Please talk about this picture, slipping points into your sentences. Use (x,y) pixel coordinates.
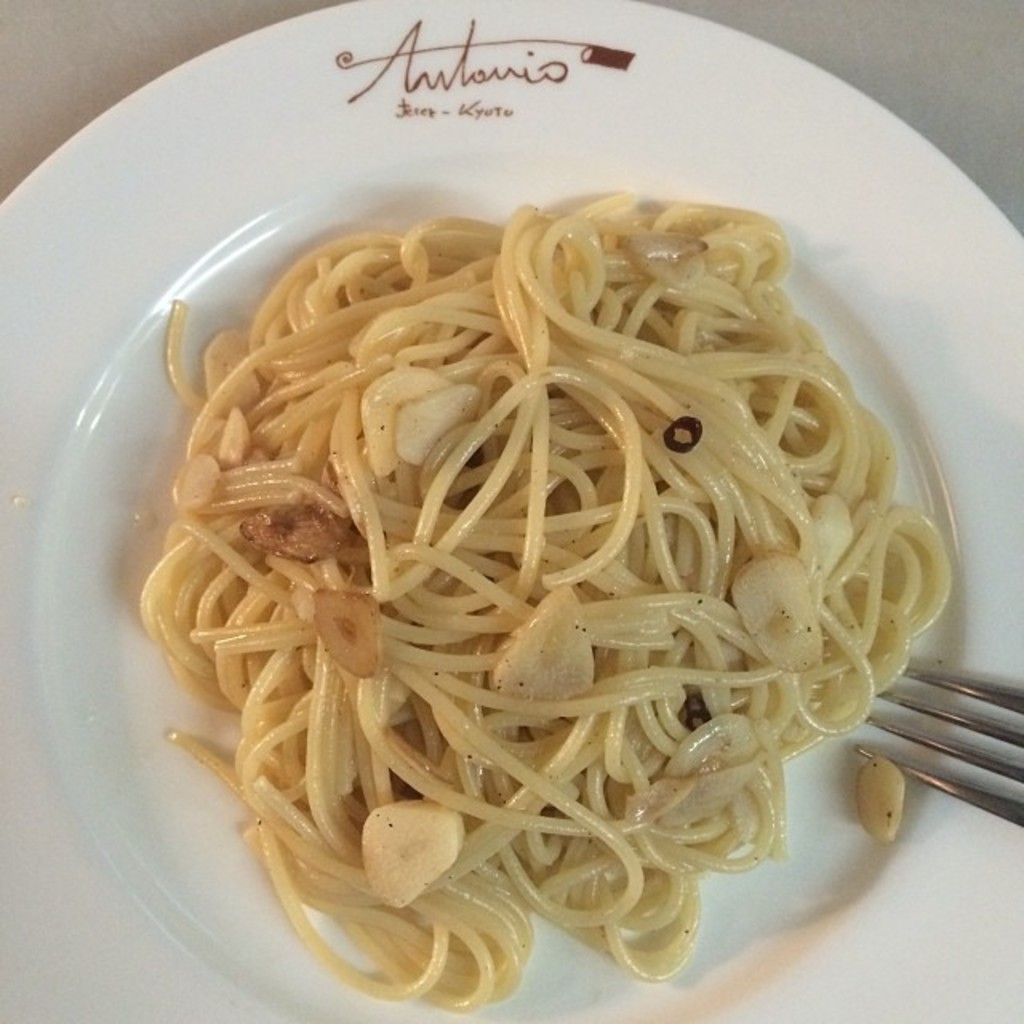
In the picture we can see noodles (541,355) which are in white color plate (259,153) and there is fork (938,752).
